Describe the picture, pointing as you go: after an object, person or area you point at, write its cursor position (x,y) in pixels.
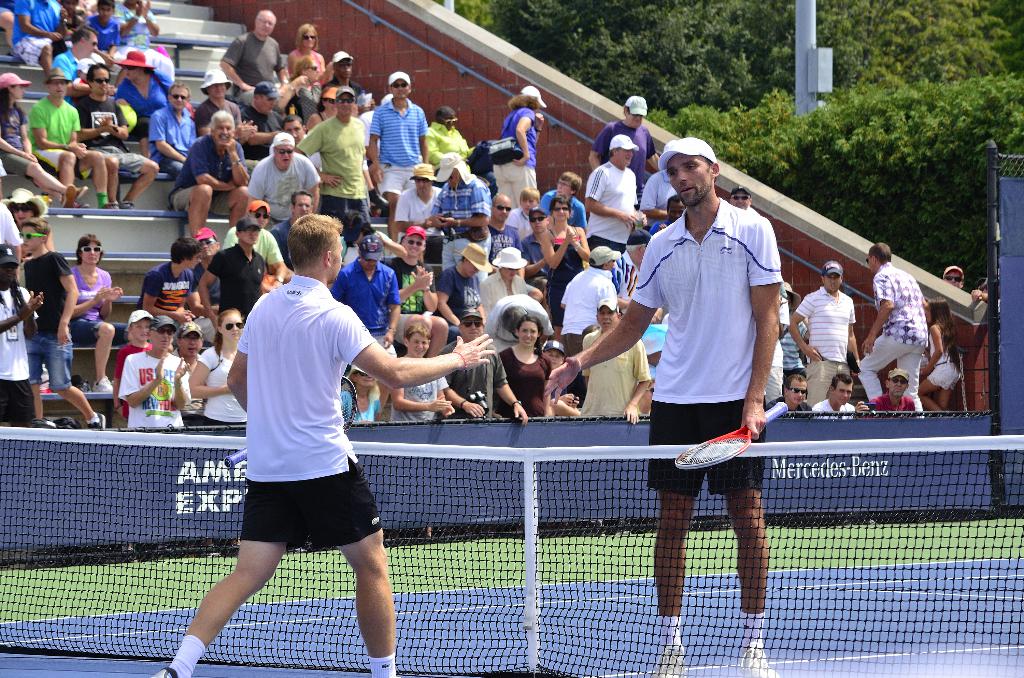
In this picture I can see two persons (461,363) standing and holding tennis rackets (724,449), there is a tennis net (614,482), there are group of people (130,60) sitting, there are group of people (405,100) standing, and there are trees (819,121).
